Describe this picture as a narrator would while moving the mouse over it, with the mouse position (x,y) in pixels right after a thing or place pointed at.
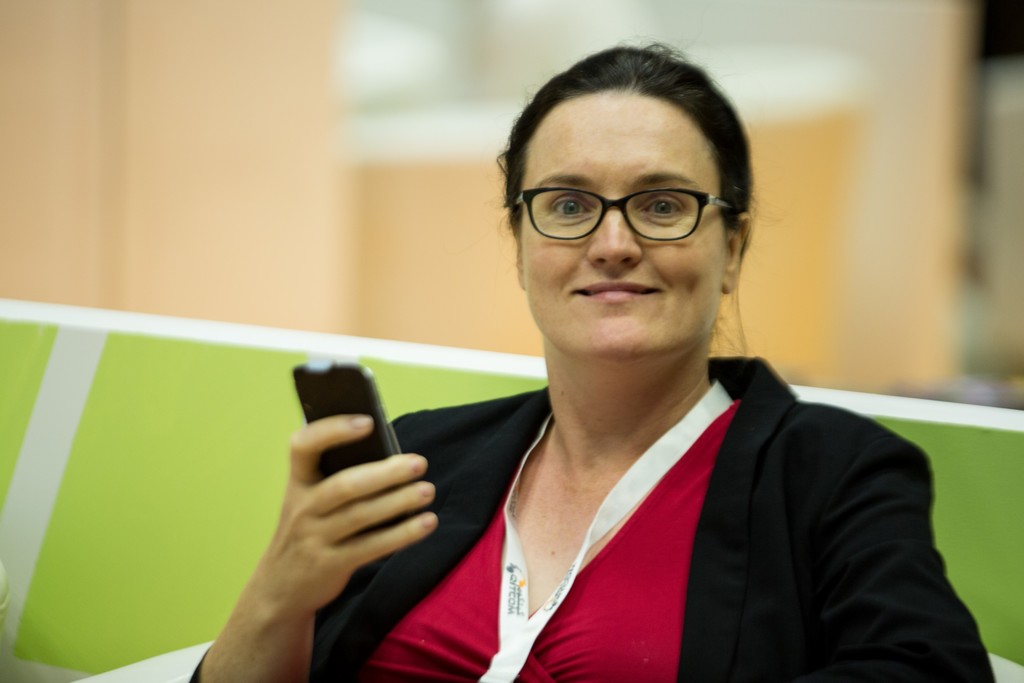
In this image we can see a woman (665,610) holding a mobile phone (366,446) in her right hand (381,544). She is wearing a suit (778,524) and she is smiling.
